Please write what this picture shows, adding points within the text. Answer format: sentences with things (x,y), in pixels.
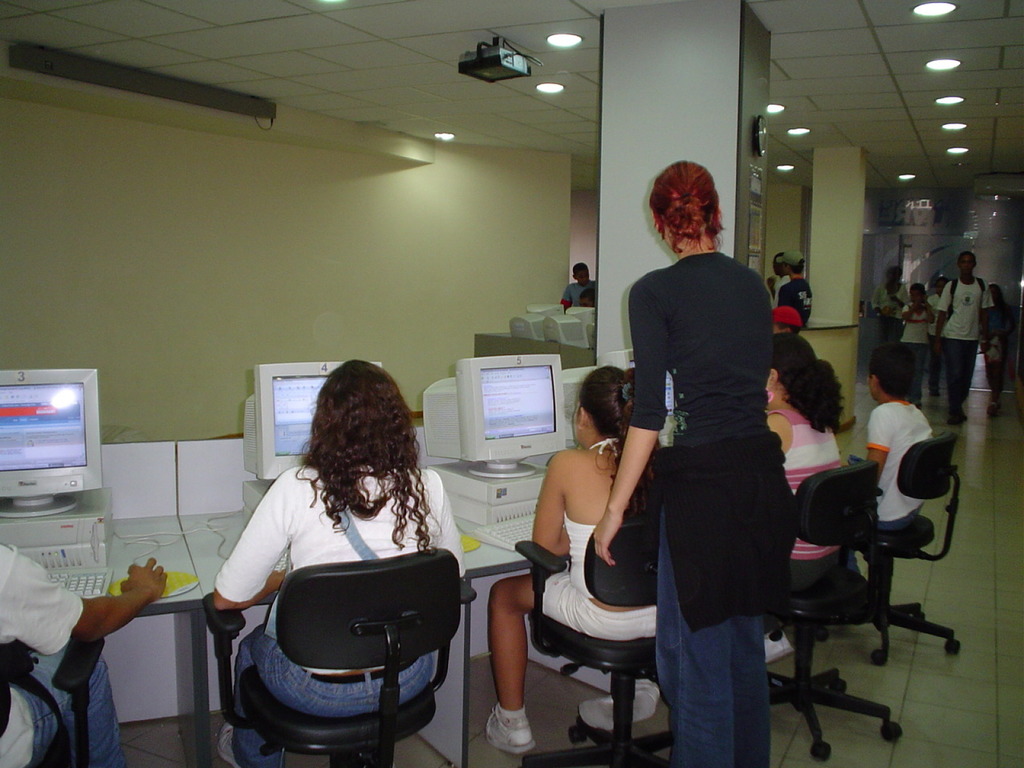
This picture shows a group of people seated on the chairs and we see computers (28,486) in front of them and we see a woman (688,346) standing on their back and we see few people (919,350) standing on the side and we see few roof lights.
